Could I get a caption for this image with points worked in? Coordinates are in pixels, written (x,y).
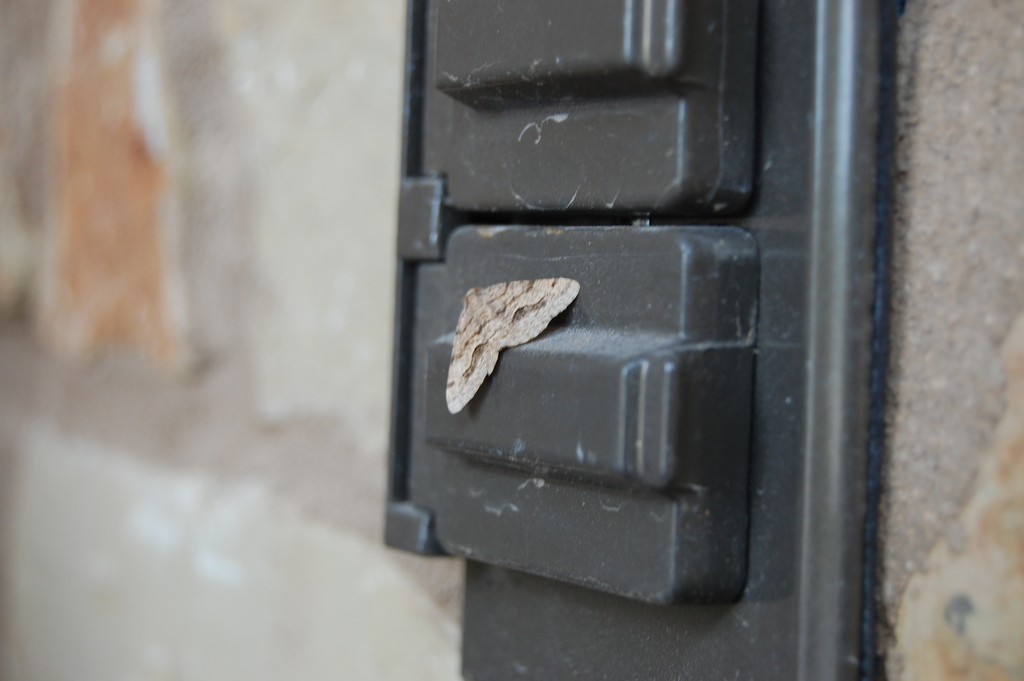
In the picture I can see moth (465,338) laying on the black color thing (594,371).
